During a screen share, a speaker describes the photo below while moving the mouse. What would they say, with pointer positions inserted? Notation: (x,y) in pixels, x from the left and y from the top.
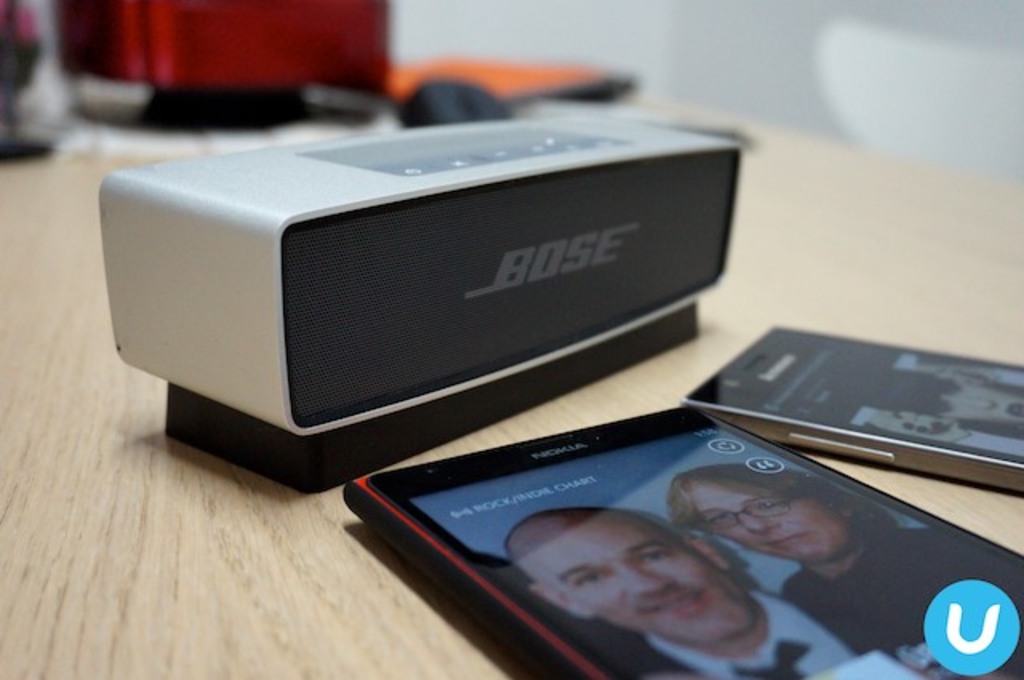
At the bottom of the image (89,550) we can see a table (145,677), on the table (349,668) we can see some mobile phones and speaker (397,162). Background of the image (350,118) is blur.
